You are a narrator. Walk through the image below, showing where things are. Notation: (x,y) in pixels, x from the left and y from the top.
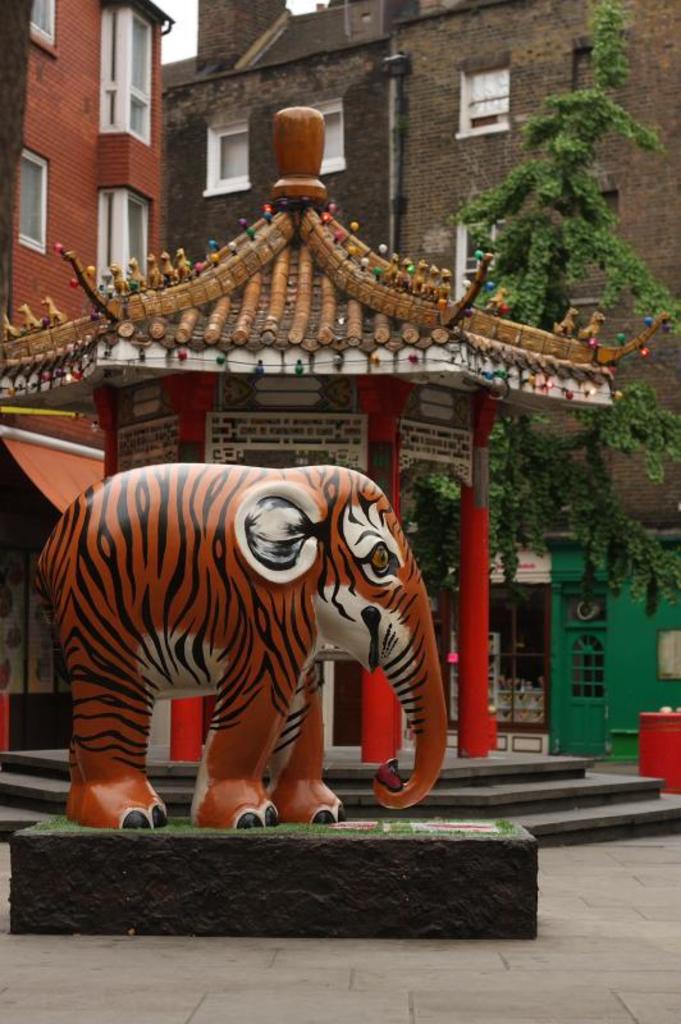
In this picture we can see a statue (269,525) of an elephant (314,645) on the road (598,903), buildings (393,146) with windows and a tree (492,190).
